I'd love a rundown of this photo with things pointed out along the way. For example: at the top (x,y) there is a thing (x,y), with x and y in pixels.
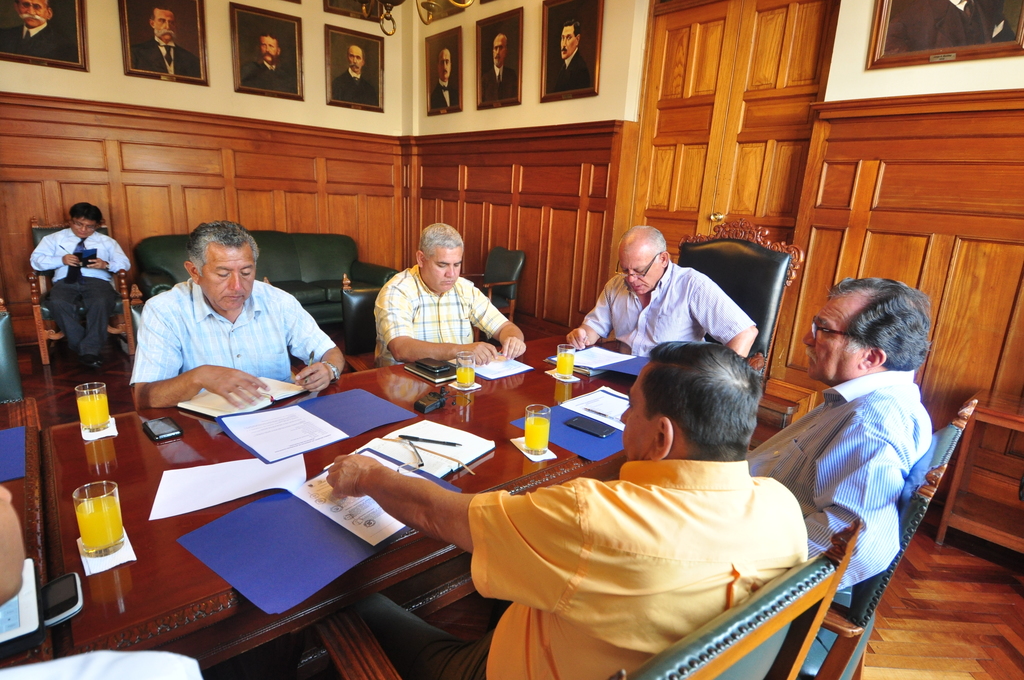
Few men (138,363) are sitting in front of a table (170,584), on that table (181,578) there are files (362,422) and juice glass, in the back ground (122,293) there is a sofa set (291,282), in one chair (119,274) a man (104,289) is sitting on chair (121,291) and there is a wall (477,137) to that wall (224,101) there are some photos (557,76).
